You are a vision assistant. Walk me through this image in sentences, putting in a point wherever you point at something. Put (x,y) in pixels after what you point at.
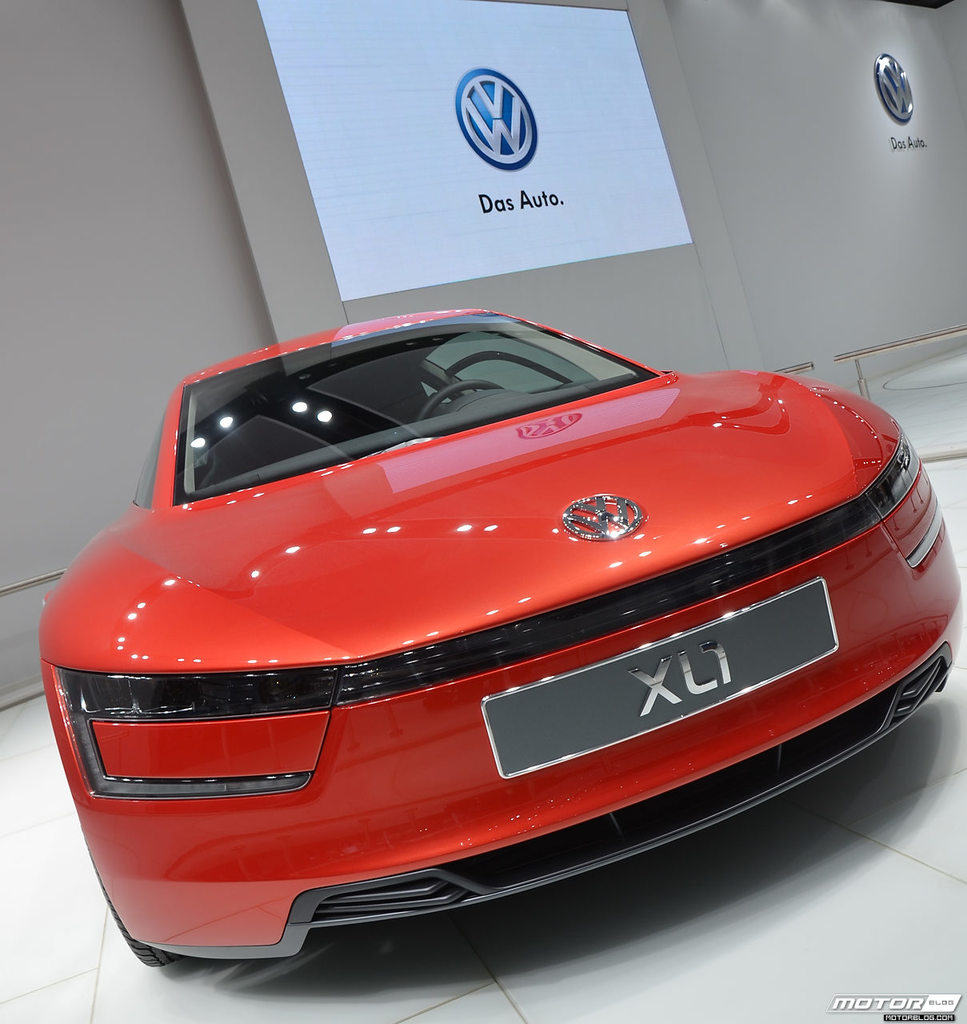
In the foreground of this image (639,599), there is a red color car (682,775) on the floor (769,945) and in the background (751,217), there is a wall (785,141), a logo (891,96) and a screen (492,199).
